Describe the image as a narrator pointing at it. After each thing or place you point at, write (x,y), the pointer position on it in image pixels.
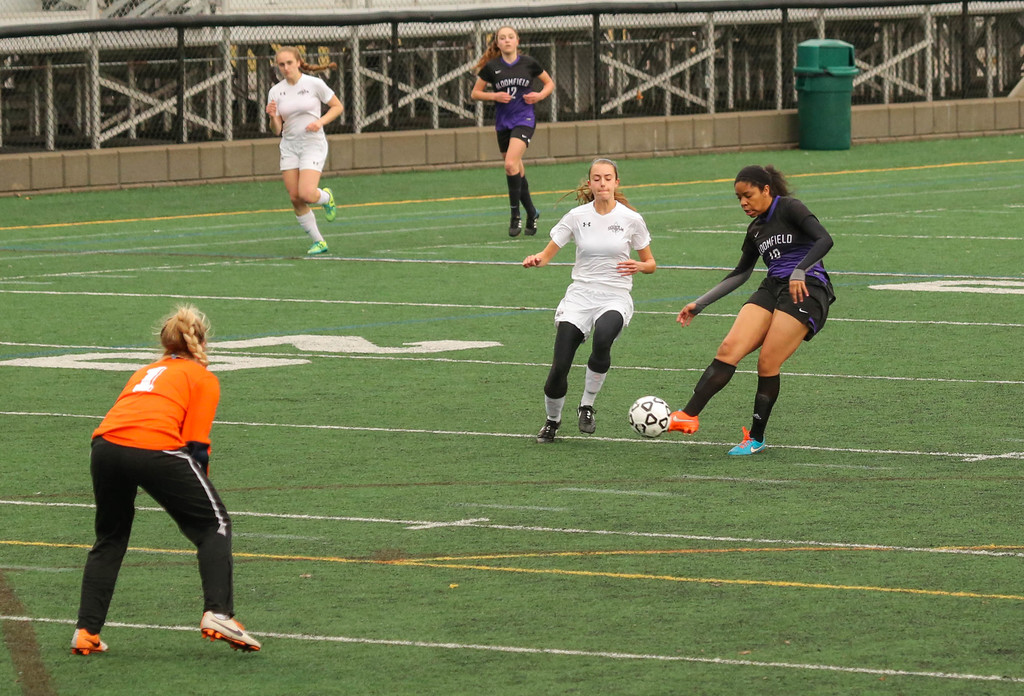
There are five women (207,376) in the ground (453,251) playing with a ball (662,418). In the background (812,111) there is a dustbin (816,80) and a railing (697,60) here.
